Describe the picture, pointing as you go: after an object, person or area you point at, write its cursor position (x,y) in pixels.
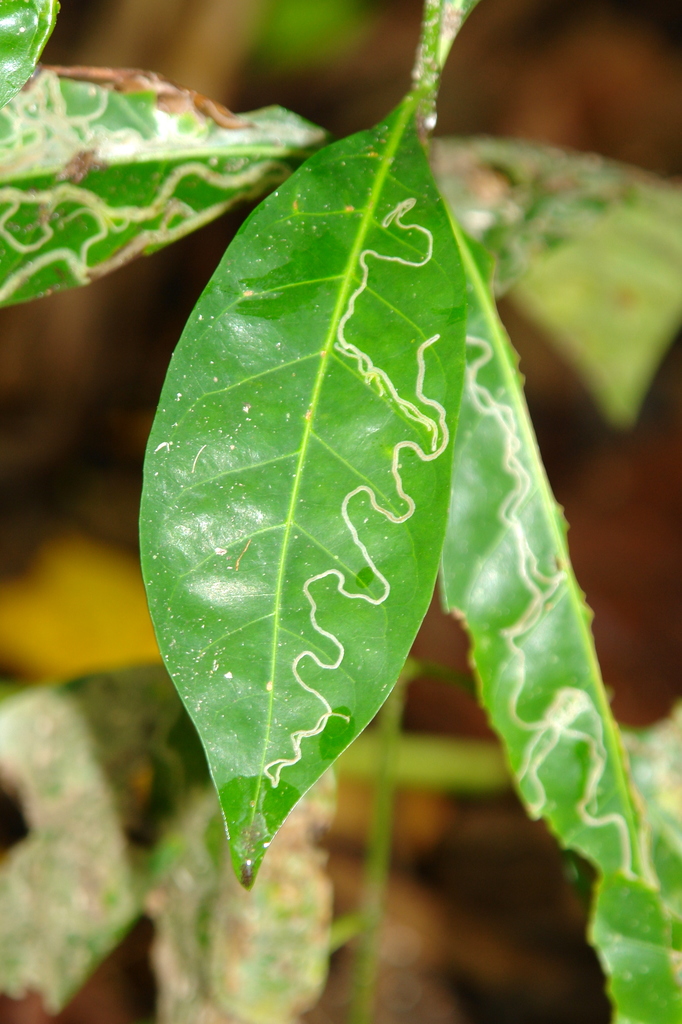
In this image we can see some leaves (282,447) and there are some white color lines (383,511).
